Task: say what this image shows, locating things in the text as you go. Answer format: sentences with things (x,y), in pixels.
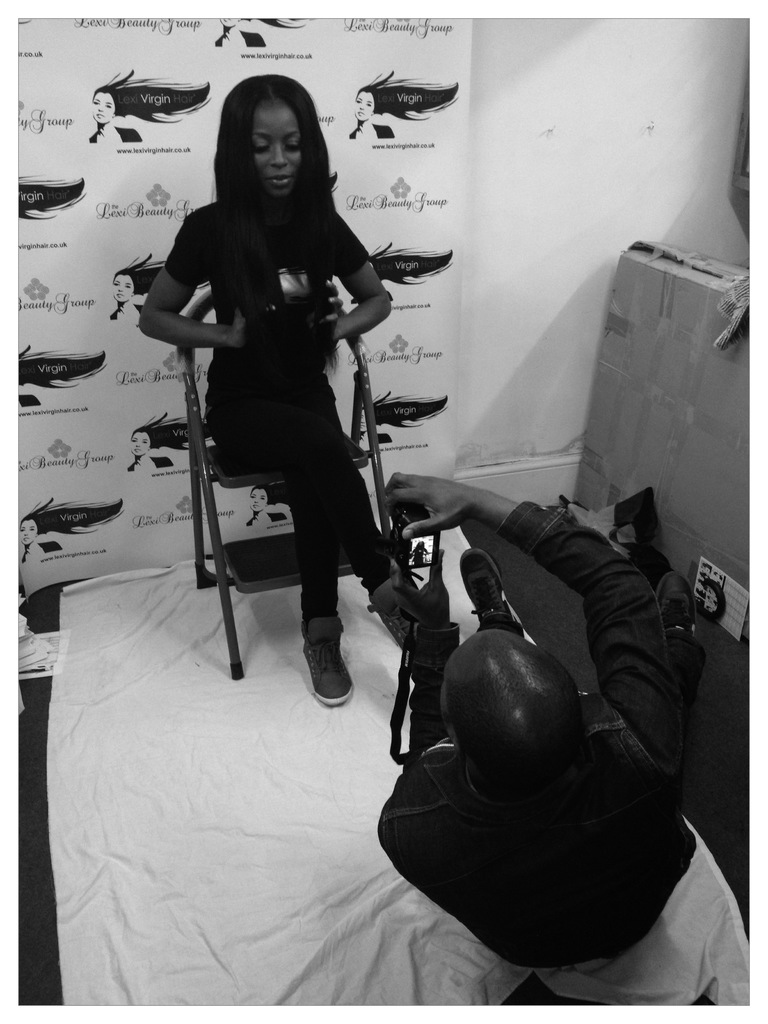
In this picture at the bottom (531,703) we can see a person (499,711) holding camera (406,571). In the middle (381,590) there is a woman (295,381) sitting in chair (362,347). In the background (145,108) we can see a banner (443,197) and wall (560,231). On the right (693,369) there is a box (680,386).
